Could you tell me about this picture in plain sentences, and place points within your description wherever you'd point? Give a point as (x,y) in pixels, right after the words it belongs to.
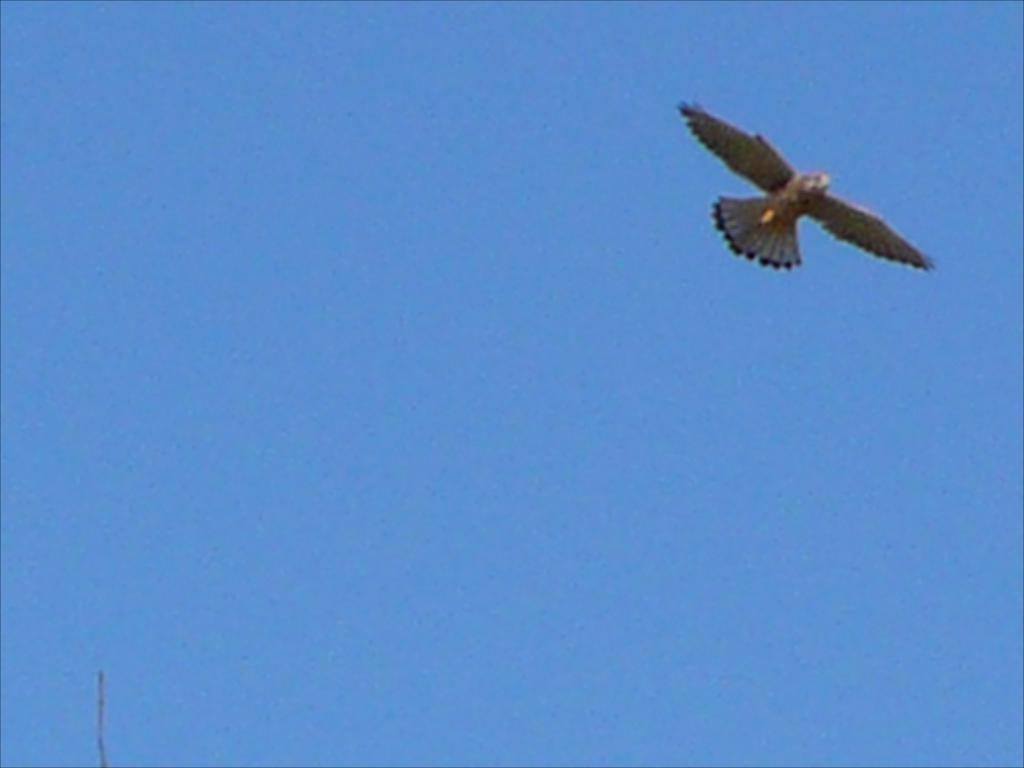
In this image we can see a bird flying in the sky (587,405).
